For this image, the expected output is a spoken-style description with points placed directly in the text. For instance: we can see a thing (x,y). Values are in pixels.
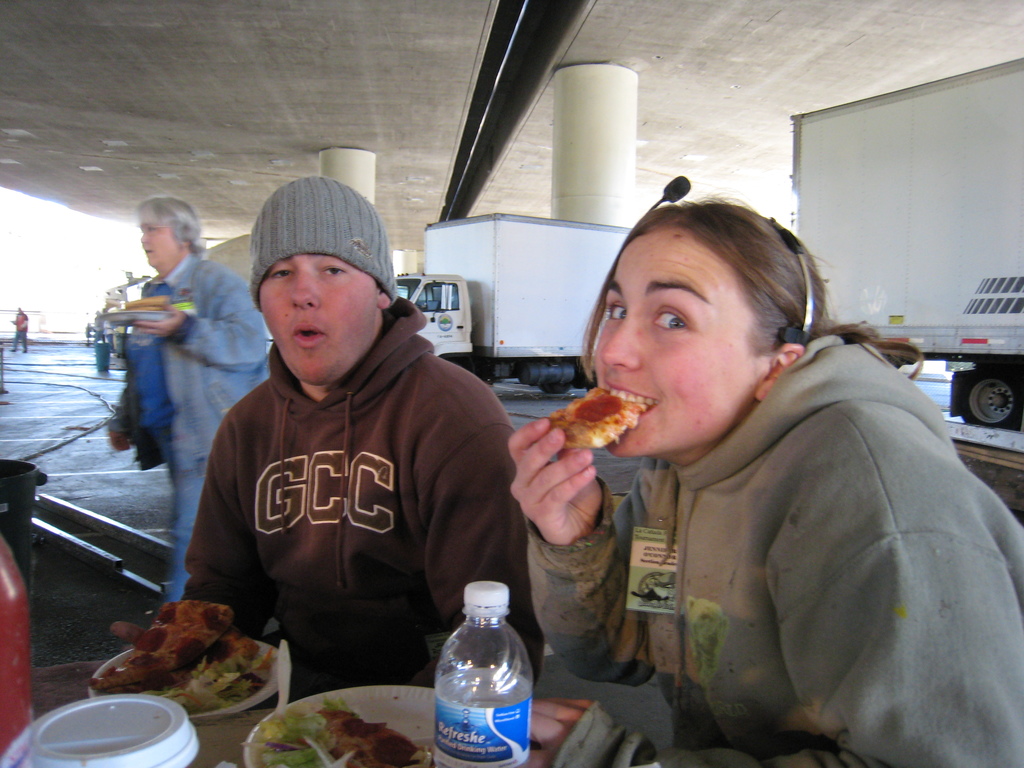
This is a picture outside the city. In the foreground (861,539) there are two persons (475,502), on the right (847,450) a woman (752,472) is eating, on the center (358,453) a person (330,504) is seated. On the left (227,739) there is a table (233,736), on the table (237,719) there are two plates (425,706) and water bottle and food (230,697). In the background (512,244) there are trucks (512,244) and pillars (340,175). On the left (178,340) there is a woman (153,379) and a person (20,333) walking.
